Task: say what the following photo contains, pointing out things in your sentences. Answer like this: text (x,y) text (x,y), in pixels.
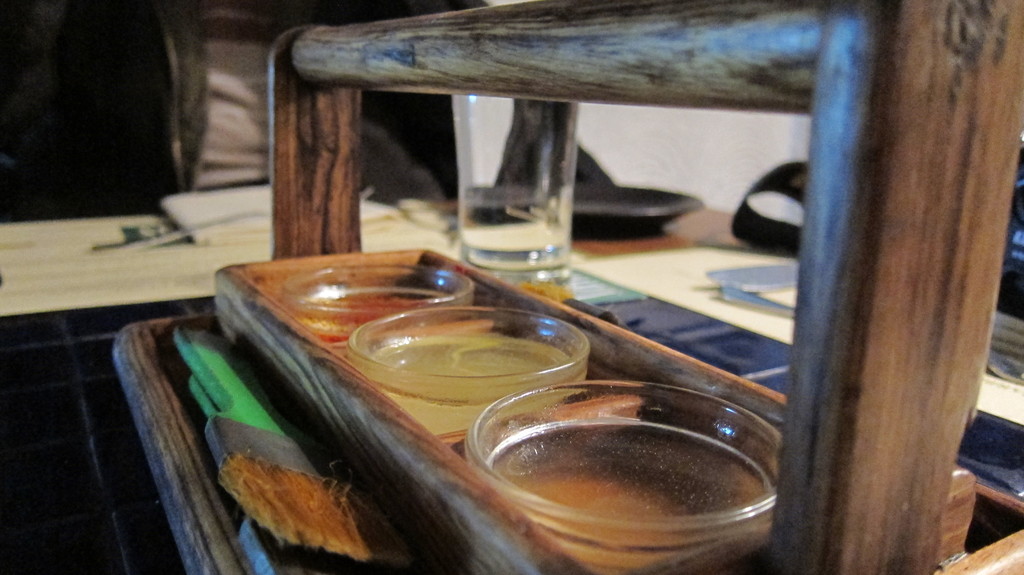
In this image there is a table (46,382), on that table (108,414) there is a wooden tray (210,546), in that tray (318,250) there are glasses (587,546), beside the tray (455,473) there is a glass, in the background (621,222) there it is blurred.
